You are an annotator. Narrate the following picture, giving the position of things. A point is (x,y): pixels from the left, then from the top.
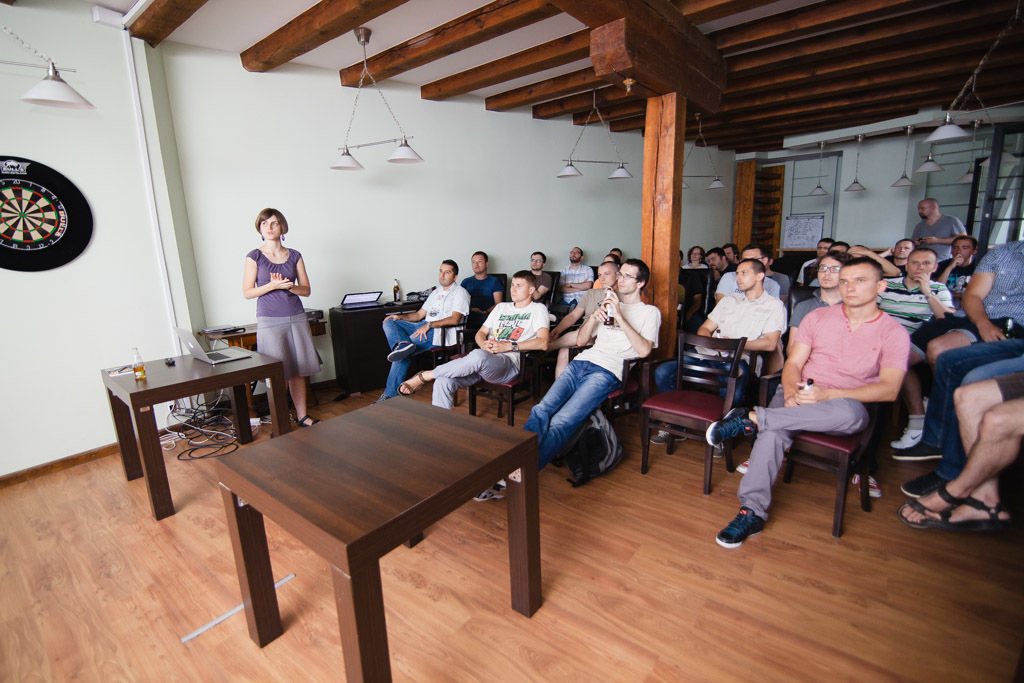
Here is a woman (286,303) standing beside there is a table (254,366) and laptop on the right side (918,302) people (404,339) are sitting on the chairs (718,396) and looking at this side.
